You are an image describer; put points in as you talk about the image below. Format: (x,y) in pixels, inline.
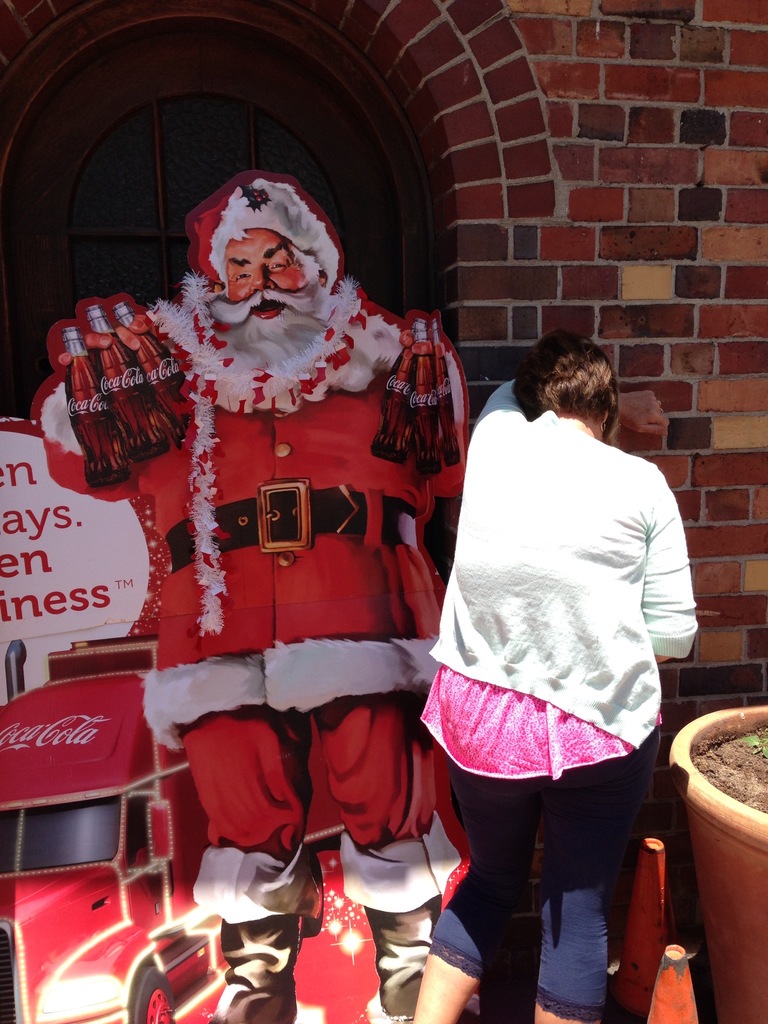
This image is taken outdoors. In the background (515,156) there is a wall (708,250). On the right side of the image (716,860) there is a pot (720,917) and there are two safety cones (683,961) and there is a woman (558,782). On the left side of the image (156,487) there is a banner (246,649) with an image of a Santa-claus (249,509), a truck (166,854) and there is a text (17,521) on it.
